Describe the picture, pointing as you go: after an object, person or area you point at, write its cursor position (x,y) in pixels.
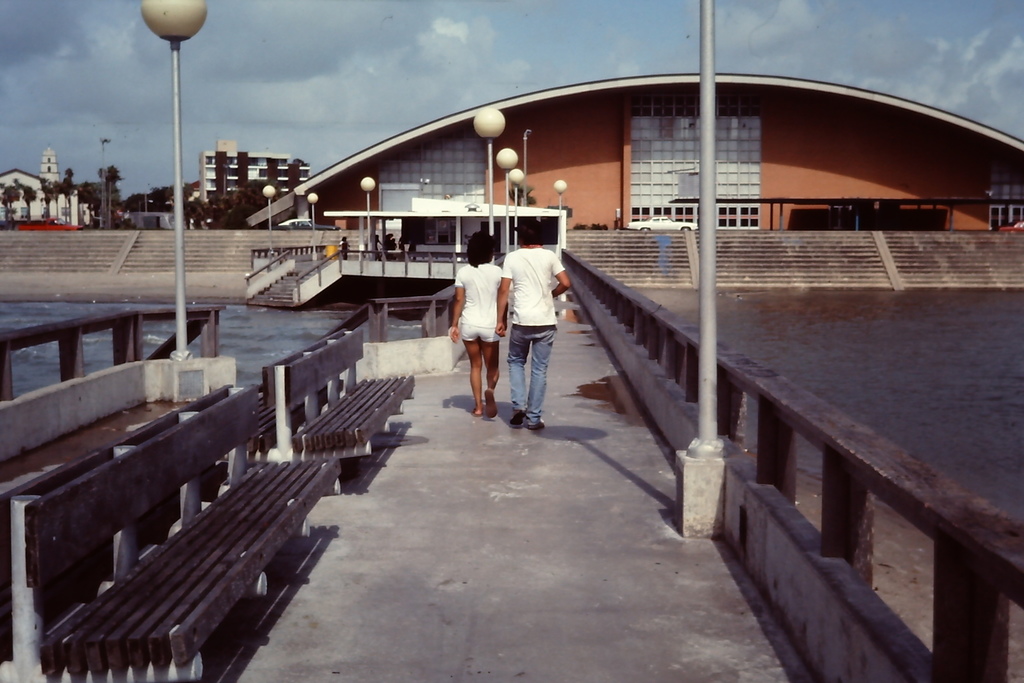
In this picture I can see buildings (575,178), trees (206,217) and few pole lights (179,189) and I can see water (950,384) and a bridge (413,676) and couple (486,316) of people walking and I can see couple of benches (195,540) and I can see stairs (796,284) and a car (646,224) and I can see a blue cloudy sky (332,90).
